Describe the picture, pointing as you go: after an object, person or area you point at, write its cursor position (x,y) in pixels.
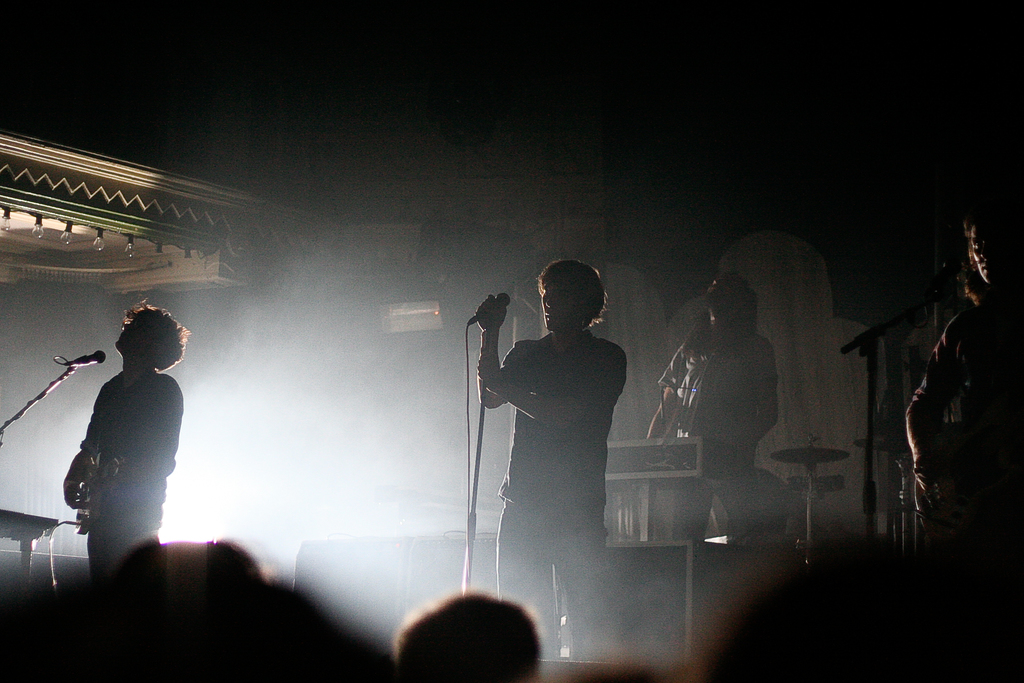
In the image in the center (356,419) there is a stage (547,542). On the stage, we can see few people (518,408) are standing and they are holding some musical instruments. In front of them, we can see microphones (9,419). In the bottom of the image, we can see few people (433,630). In the background (458,272) there is a wall (807,265), musical instruments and bulbs (128,247).
